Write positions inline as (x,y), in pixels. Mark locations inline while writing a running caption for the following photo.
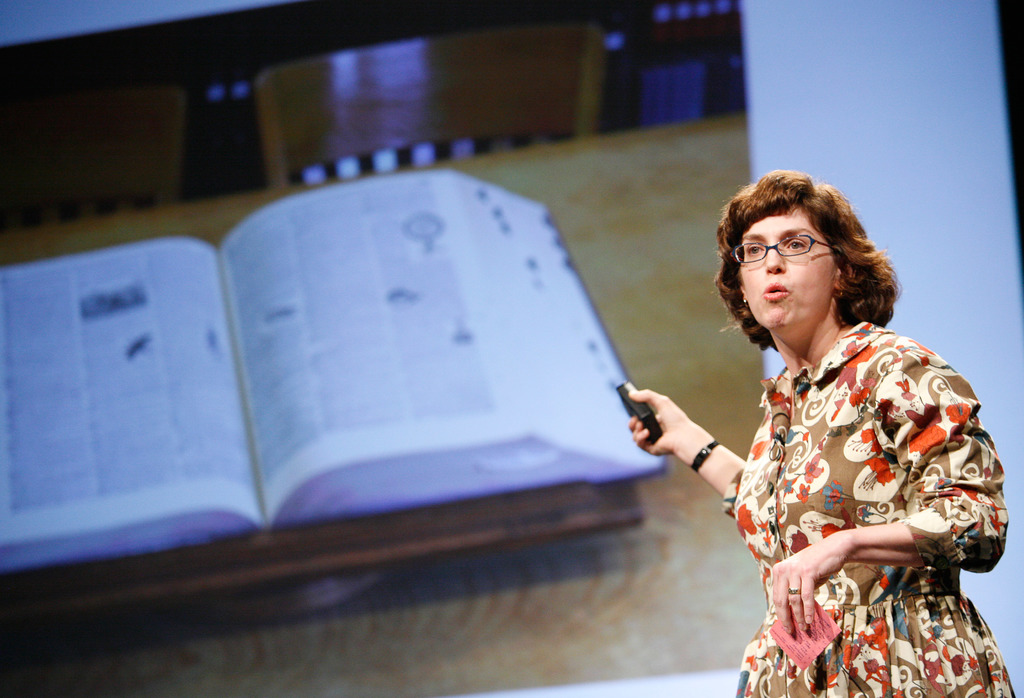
In this image we can see a woman (861,456) holding a device (656,438) and paper (817,635) in her hand (808,622) is standing. In the background (876,155), we can see a screen (604,217) in which we can see a book (410,429) placed on the surface (191,626).
